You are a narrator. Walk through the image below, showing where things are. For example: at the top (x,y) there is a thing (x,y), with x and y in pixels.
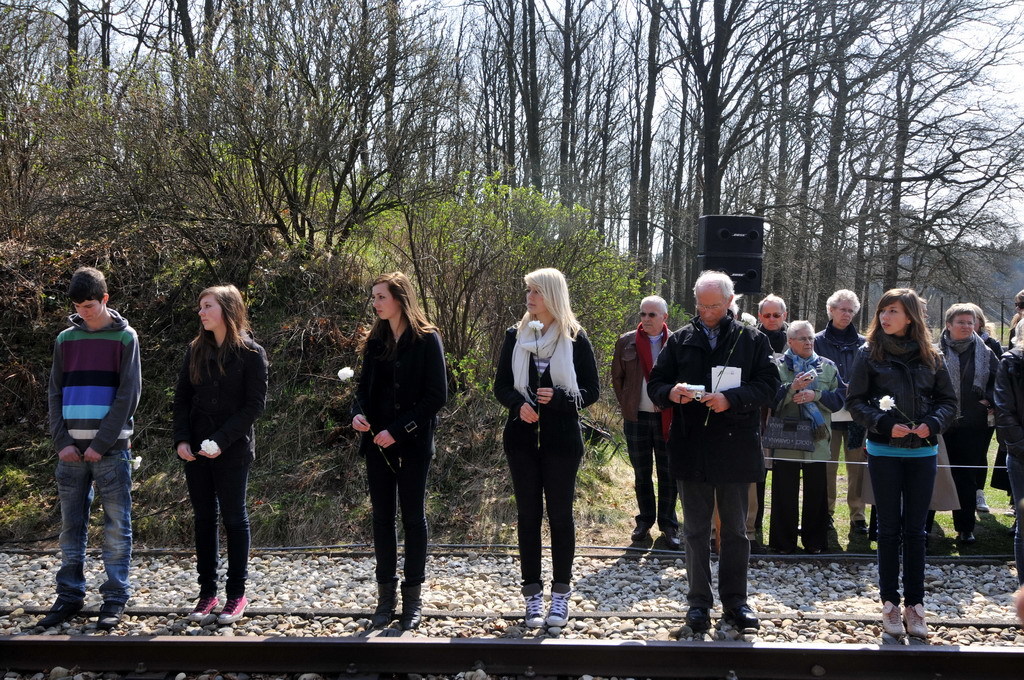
At the bottom of the image (303,584) we can see some stones (42,563) and track (374,655). In the middle of the image (624,353) few people (1019,450) are standing and holding some flowers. Behind them there are some trees (313,45) and hills (282,356). At the top of the image (114,46) there is sky (989,6).
